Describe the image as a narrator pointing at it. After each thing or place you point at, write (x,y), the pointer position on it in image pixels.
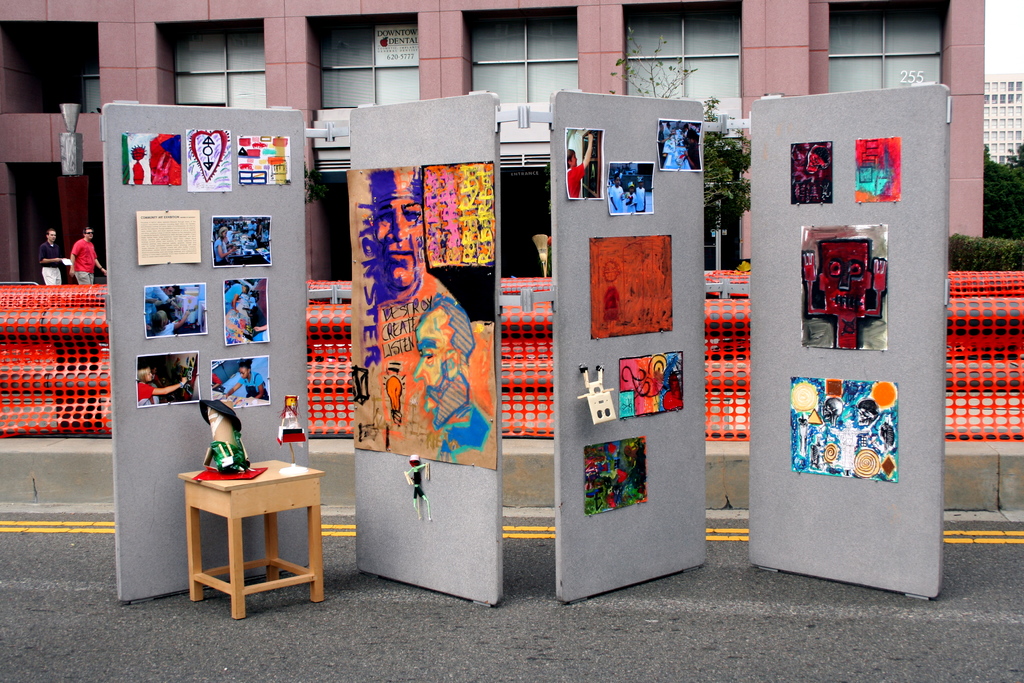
on the road (289,589) there is a stool (292,496) on which there are 2 toys (237,443). behind that there are 4 grey stands (852,550) on which photos (612,469) are attached. behind that there is a red fencing (93,386). at the back (75,268) 2 people (76,248) are walking wearing red and black t shirts (87,264) respectively. at the back (76,231) there is a building (787,2) and at the right (1008,186) there are trees (734,199).
